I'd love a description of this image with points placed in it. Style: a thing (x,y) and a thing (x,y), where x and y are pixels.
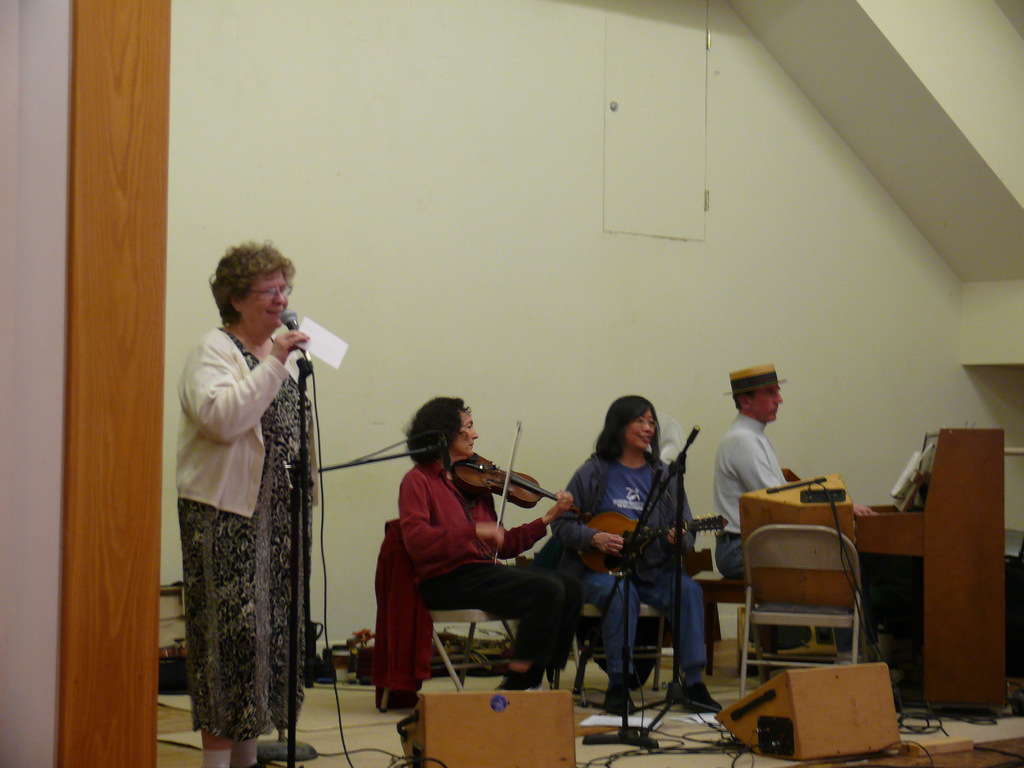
In this picture there are two musicians (426,509) on the chair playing violin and mandolin (590,531) and a guy (746,444) in the corner is playing a piano (859,538). To the left side of the image (290,549) a lady (269,553) is talking with a mic (291,324) placed in her hands (295,337). In the background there are musical instruments (486,656), wires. There are also two brown boxes (828,717) kept on the floor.
